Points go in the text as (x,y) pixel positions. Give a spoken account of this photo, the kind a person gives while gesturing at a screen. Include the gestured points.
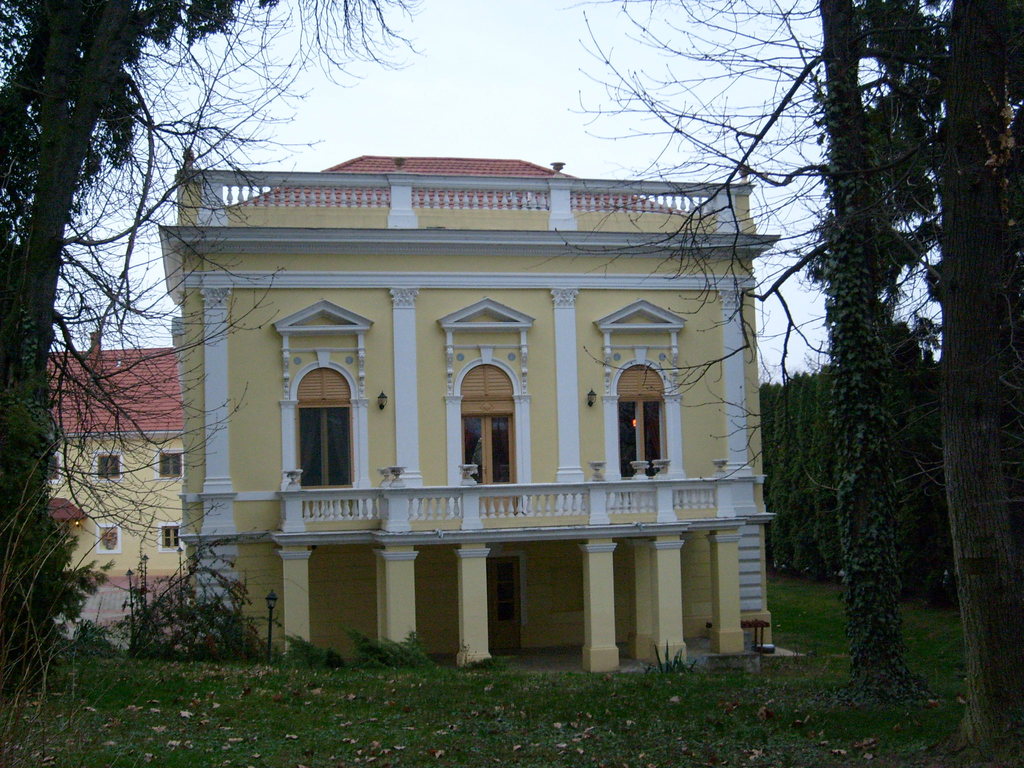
In this picture we can see few buildings (421,442), trees (844,423) and grass (564,718).
